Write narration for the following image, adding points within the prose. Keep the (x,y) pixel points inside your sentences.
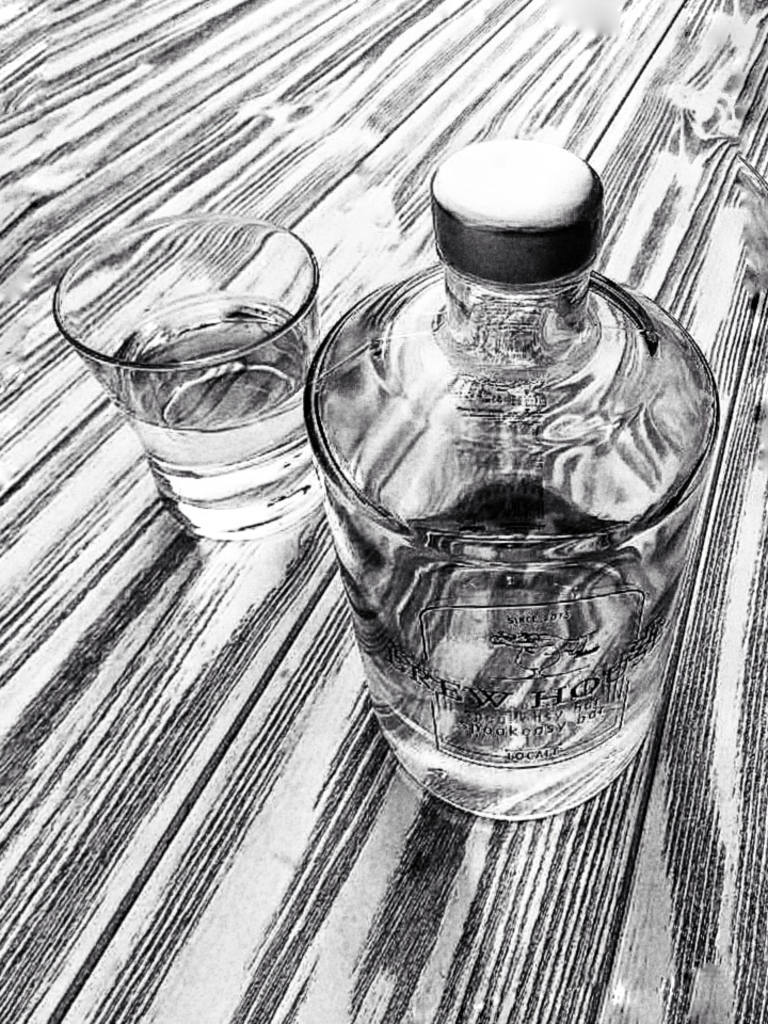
There is a glass bottle (522,513) and a glass (203,398) of water (196,417) placed on a table (637,961).
